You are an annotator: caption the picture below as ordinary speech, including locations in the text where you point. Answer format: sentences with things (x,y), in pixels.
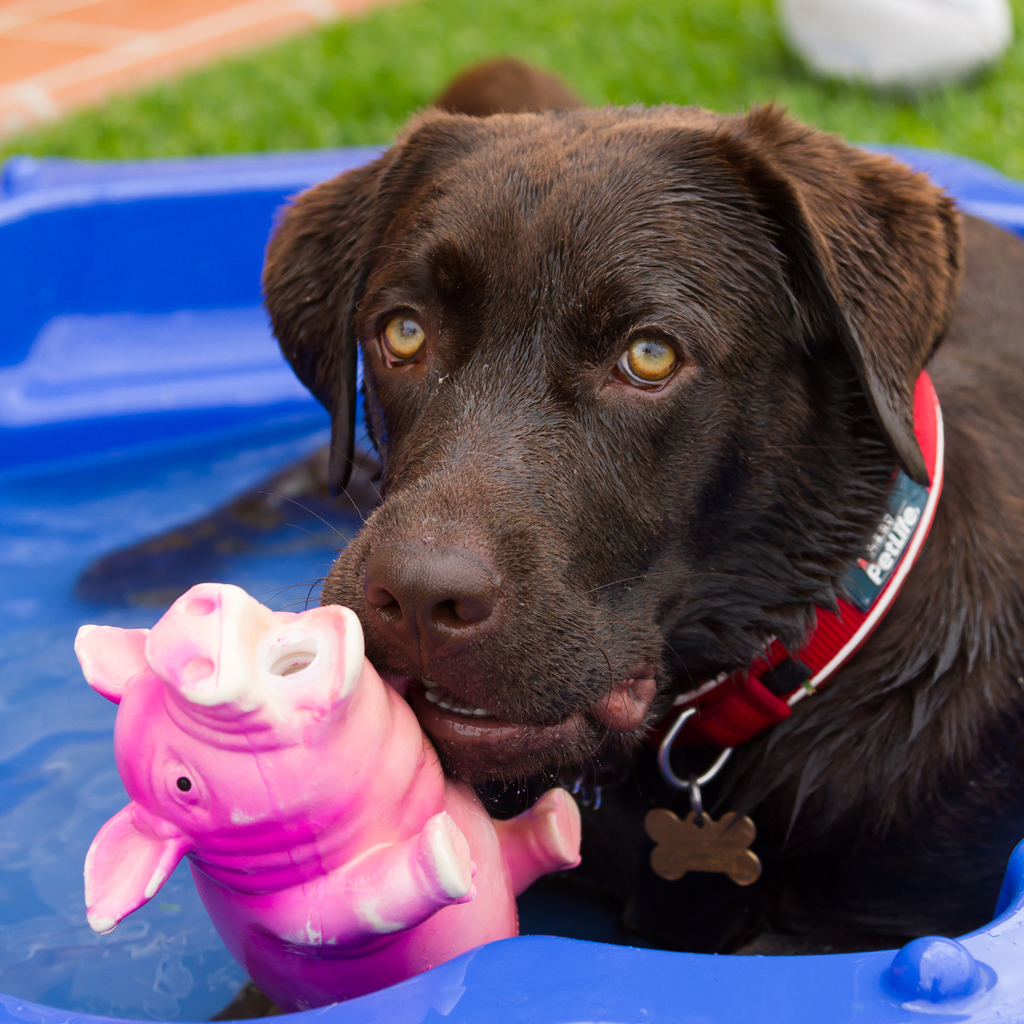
In the foreground of this image (460,893), there is a toy (491,837) and a dog (605,513) in the pet swimming pool (228,374). At the top (365,41), there is grass (538,37) and remaining are not clear.
